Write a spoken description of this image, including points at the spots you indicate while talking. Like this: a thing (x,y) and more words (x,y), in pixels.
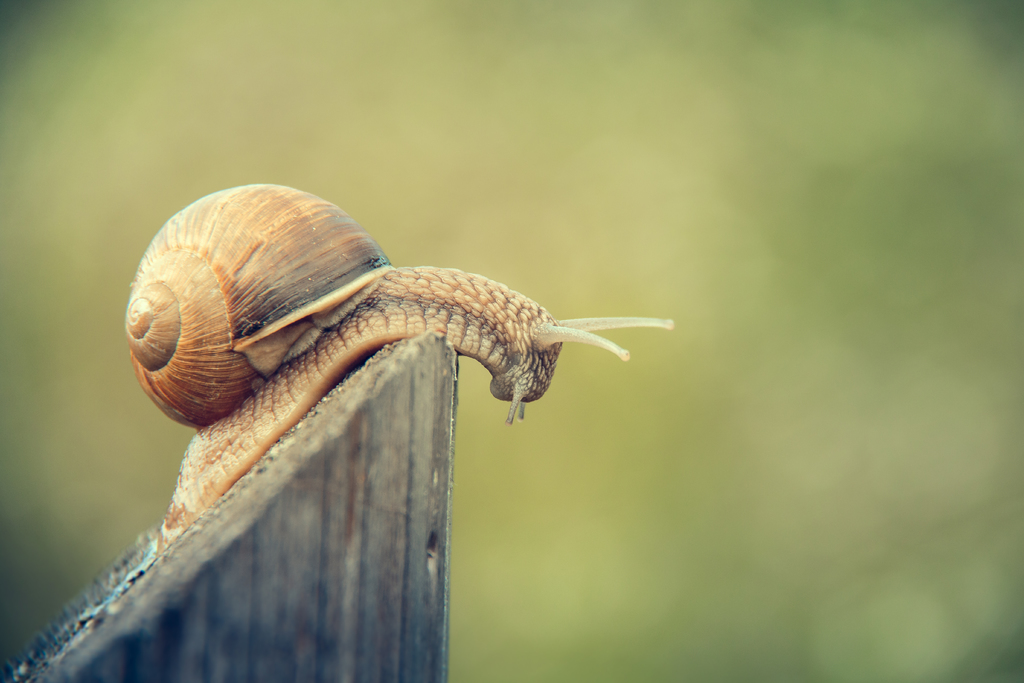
In this picture we can see a snail (242,306) on the wooden object (243,480). Behind the snail (209,291) there is the blurred background (7,301).
